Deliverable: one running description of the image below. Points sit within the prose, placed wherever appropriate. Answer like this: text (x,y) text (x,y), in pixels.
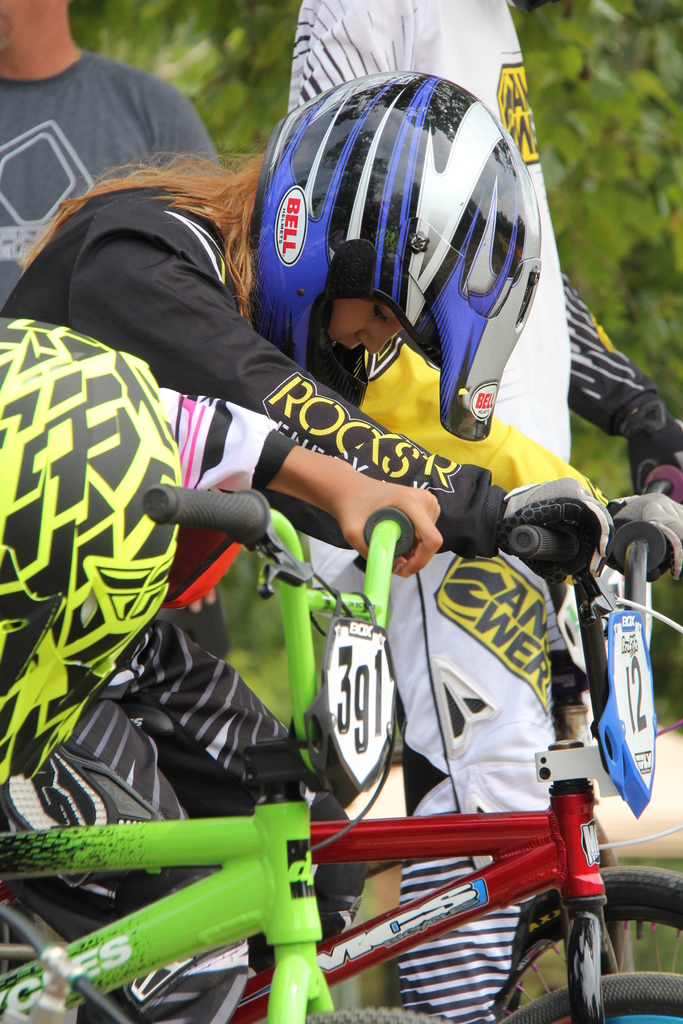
This picture is of outside. In the foreground (336,680) we can see a green color bicycle (298,968) on which a person (160,445) is sitting, behind him there is a girl (264,275) sitting on a red color bicycle (576,742) and wearing helmet (363,195). In the background (443,24) we can see two persons (350,36) standing and some trees (627,126).
